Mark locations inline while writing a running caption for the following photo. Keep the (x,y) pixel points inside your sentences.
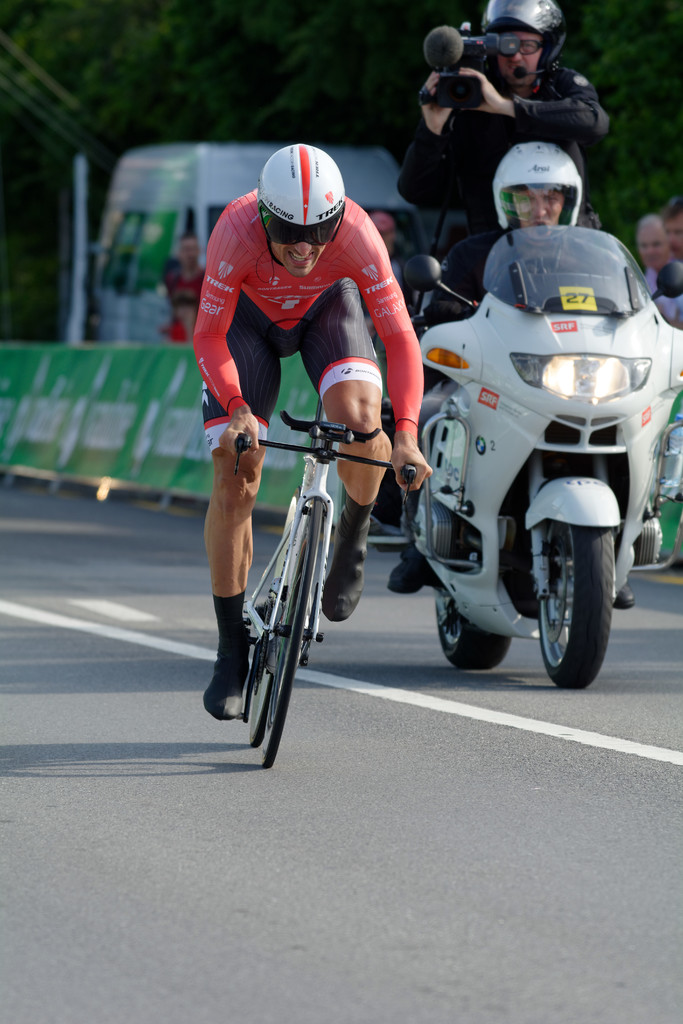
In the image we can see there is a person (337,212) sitting on bicycle (277,702) and there are other two people (560,203) on the bike (569,304) and a man (555,78) is holding video camera (458,78) in his hand (499,103). Behind there are many people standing on the road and there is a vehicle (231,175) parked near the road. There are lot of trees (227,137) at the back (270,75).
